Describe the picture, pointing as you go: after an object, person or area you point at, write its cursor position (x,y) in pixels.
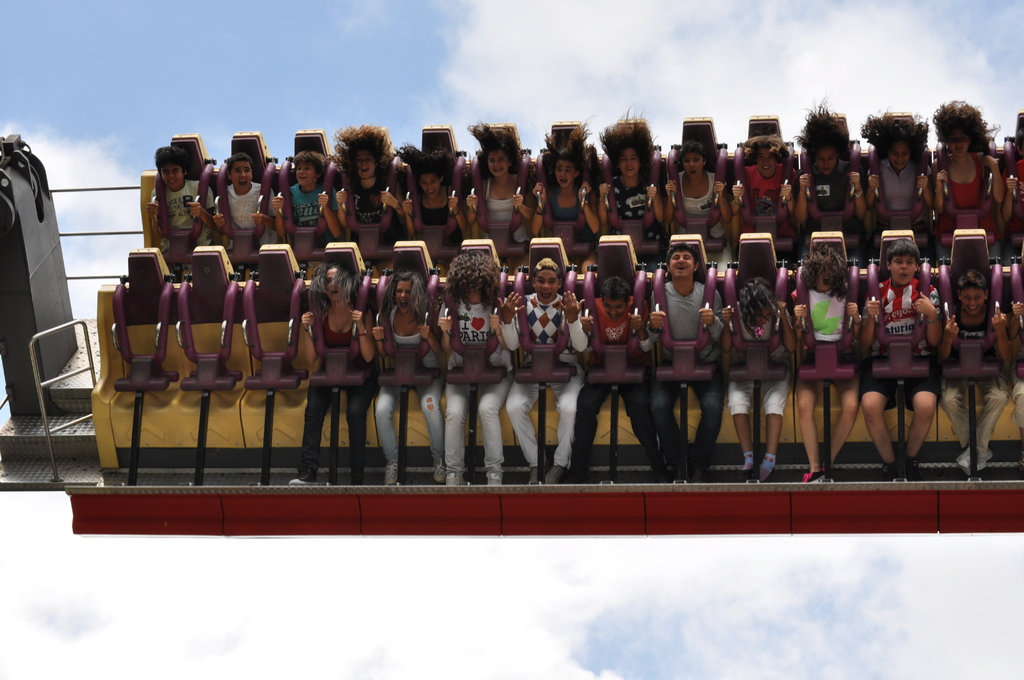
In this image there are people (587,177) sitting on chairs (746,202), in the background (222,20) there is the sky (369,581).
